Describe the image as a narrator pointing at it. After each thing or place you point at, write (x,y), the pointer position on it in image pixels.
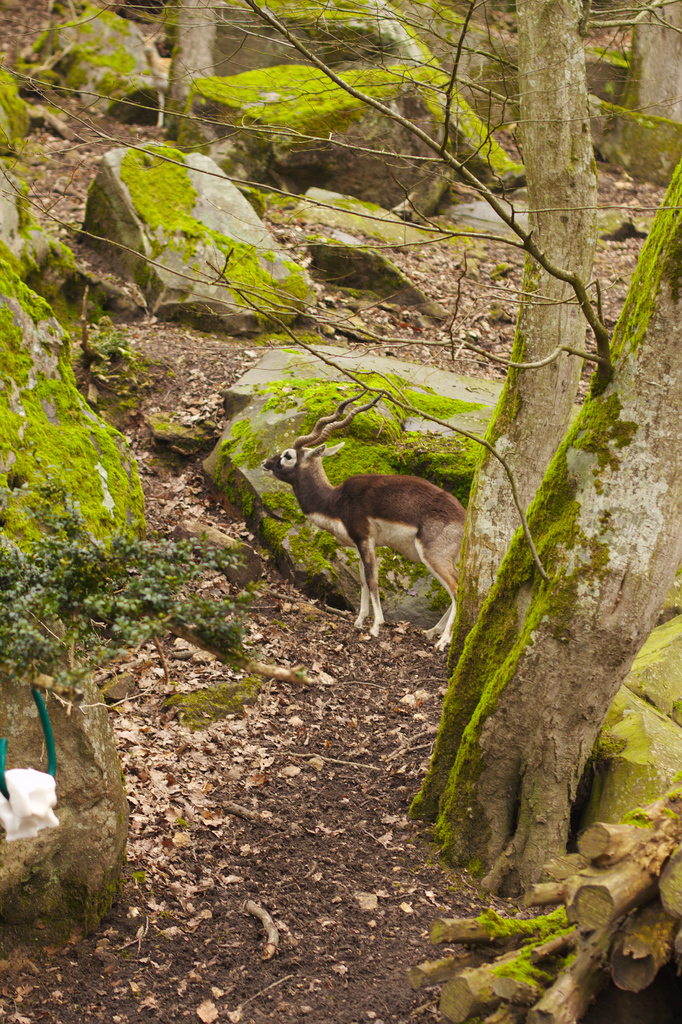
In this image we can see deer (362,530), rocks (472,403), trees (583,263), also we can see plants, and some leaves (304,608) on the ground (178,722).
